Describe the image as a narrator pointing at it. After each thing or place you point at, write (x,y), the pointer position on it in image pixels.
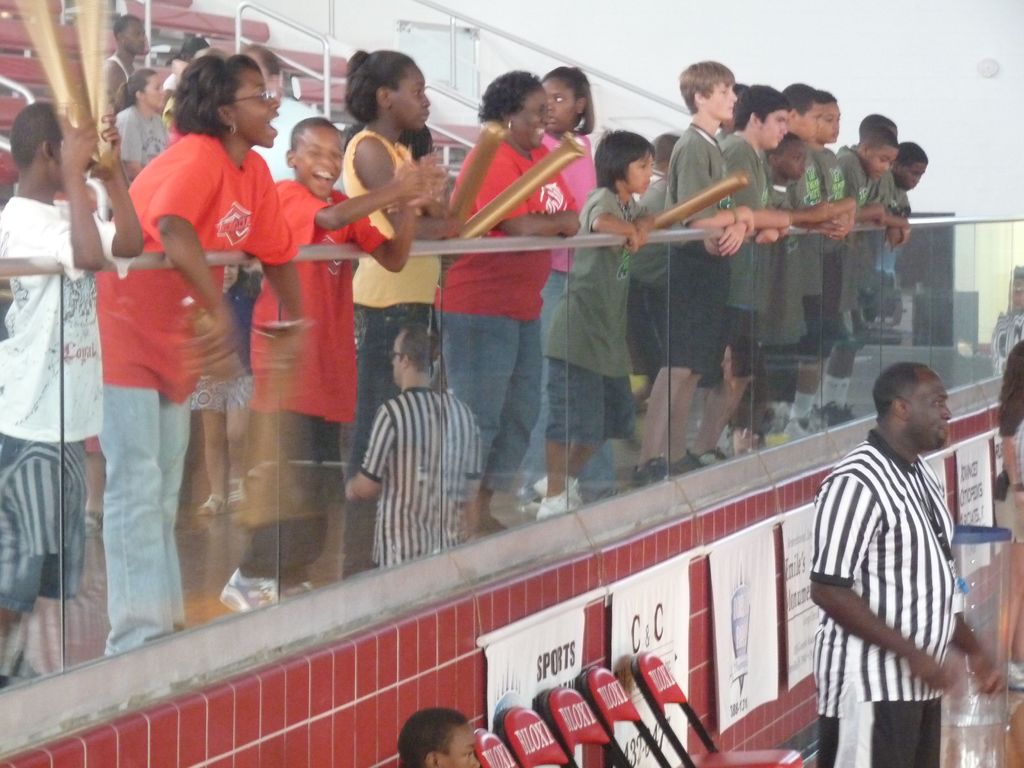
In the picture I can see a group of people (622,144) standing on the floor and I can see a few of them are smiling. I can see the glass fence (400,450) in the middle of the image (552,421). I can see a man (889,414) wearing a T-shirt (851,461) on the right side (943,506). I can see the chairs (699,763) on the floor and banners (759,545) on the wall (598,563) at the bottom of the image (752,601).
